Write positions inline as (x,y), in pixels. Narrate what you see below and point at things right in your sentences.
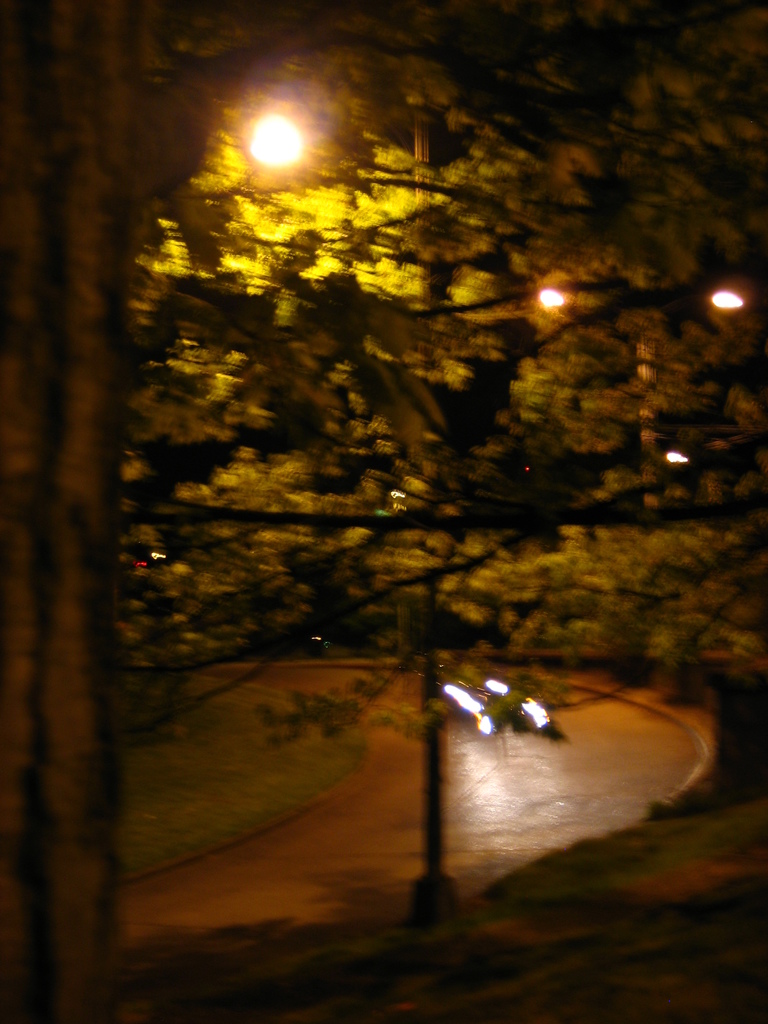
In this image, we can see vehicles (456,693) on the road (421,785) and in the background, there are trees (296,242) and lights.
